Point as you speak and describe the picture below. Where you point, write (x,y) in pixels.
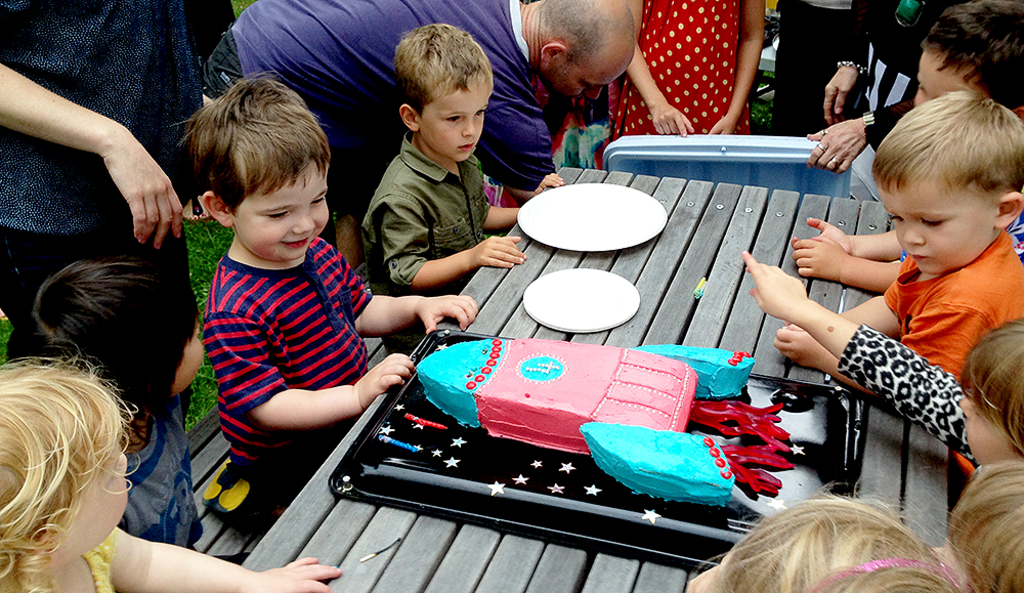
This is a picture of some children (301,413) sitting around the table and on the table (781,368) we have a cake (479,349) and two plates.
